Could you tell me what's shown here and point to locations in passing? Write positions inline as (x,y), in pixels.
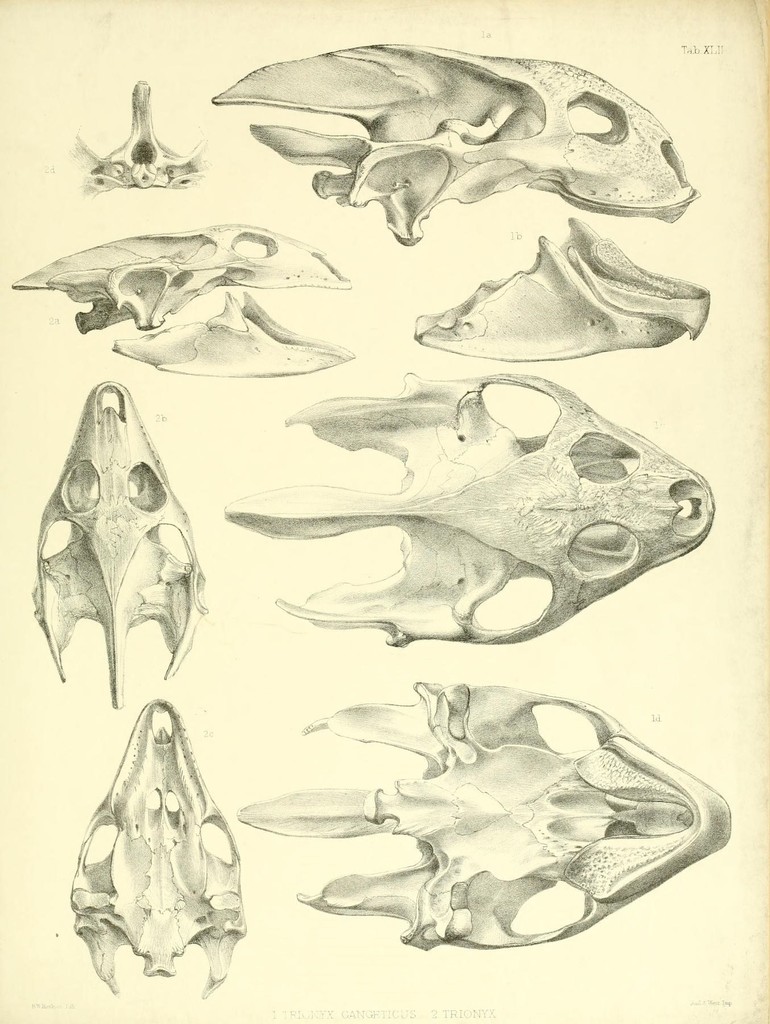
In this image there is a paper (445,716) with animal skull drawing (489,548) on it.
